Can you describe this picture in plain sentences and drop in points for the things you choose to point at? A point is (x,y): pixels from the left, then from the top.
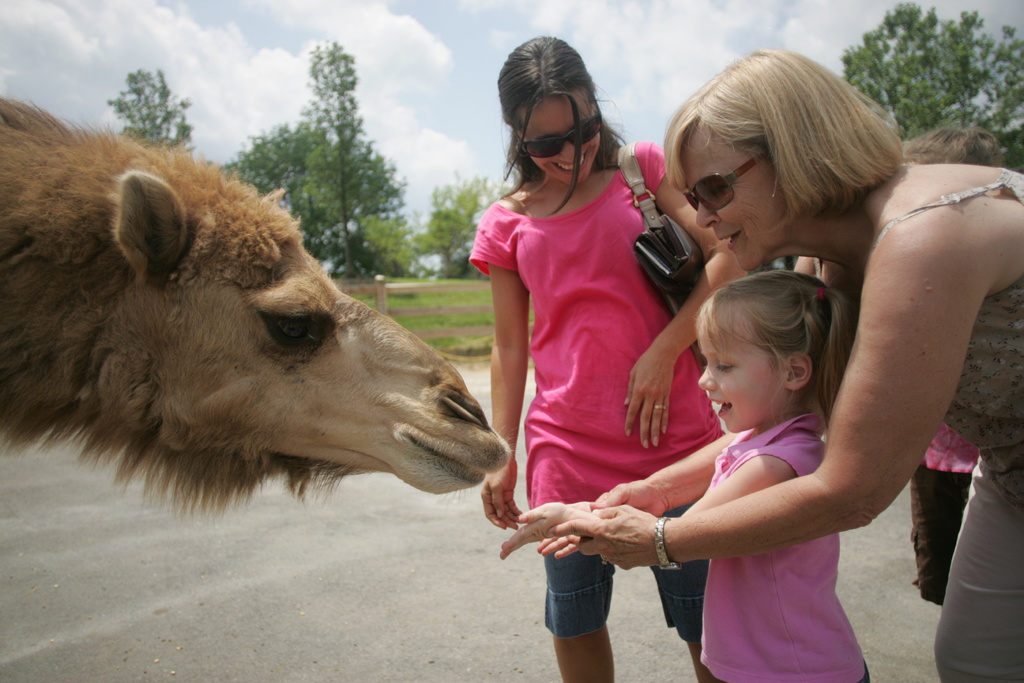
In the image we can see two women (749,216) and two children (927,510) wearing clothes (761,574). They are smiling and the women (593,187) are wearing goggles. Here we can see an animal (195,362), road (351,613), wooden fence (432,287) and the grass (441,338). We can even see the trees (453,193) and the cloudy sky (424,162). Here we can see the handbag (664,287) and the wristwatch (666,555).
